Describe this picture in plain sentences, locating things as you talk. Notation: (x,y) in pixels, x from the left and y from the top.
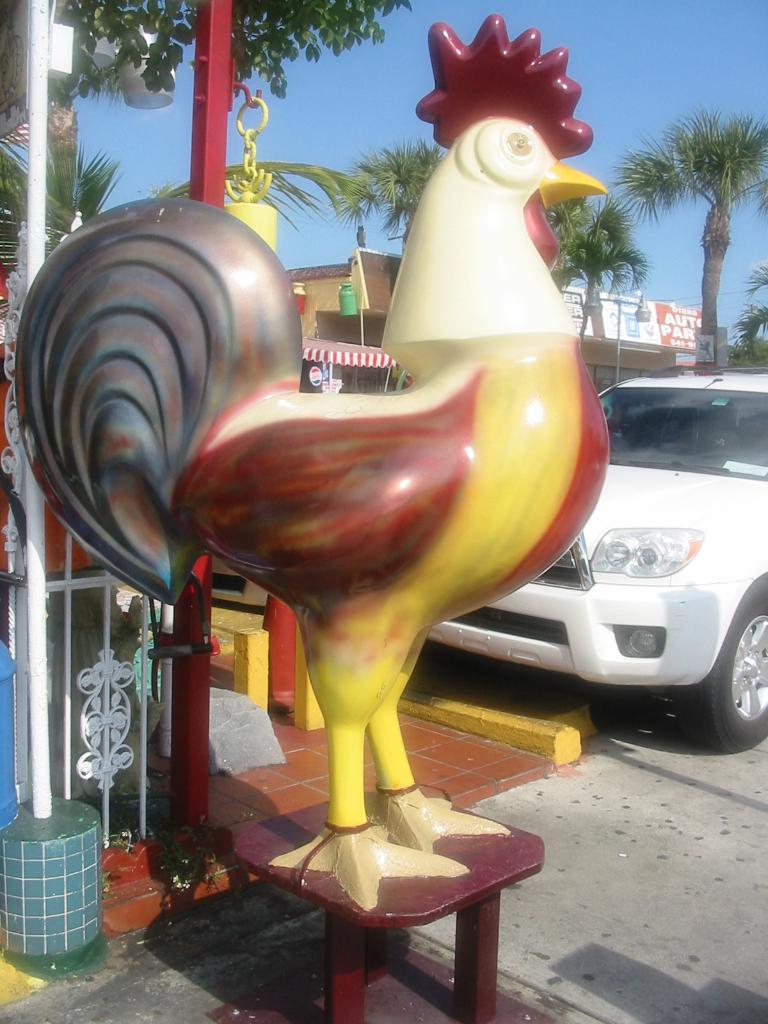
In this picture there is a statue (425,378) of a hen (337,514) in the foreground (337,514). At the back (318,278) there are buildings (331,367) and trees (638,175). On the left side of the image (115,582) there is a railing (84,770). At the top (383,88) there is sky (312,99). At the bottom (729,914) there is a road (710,970).
